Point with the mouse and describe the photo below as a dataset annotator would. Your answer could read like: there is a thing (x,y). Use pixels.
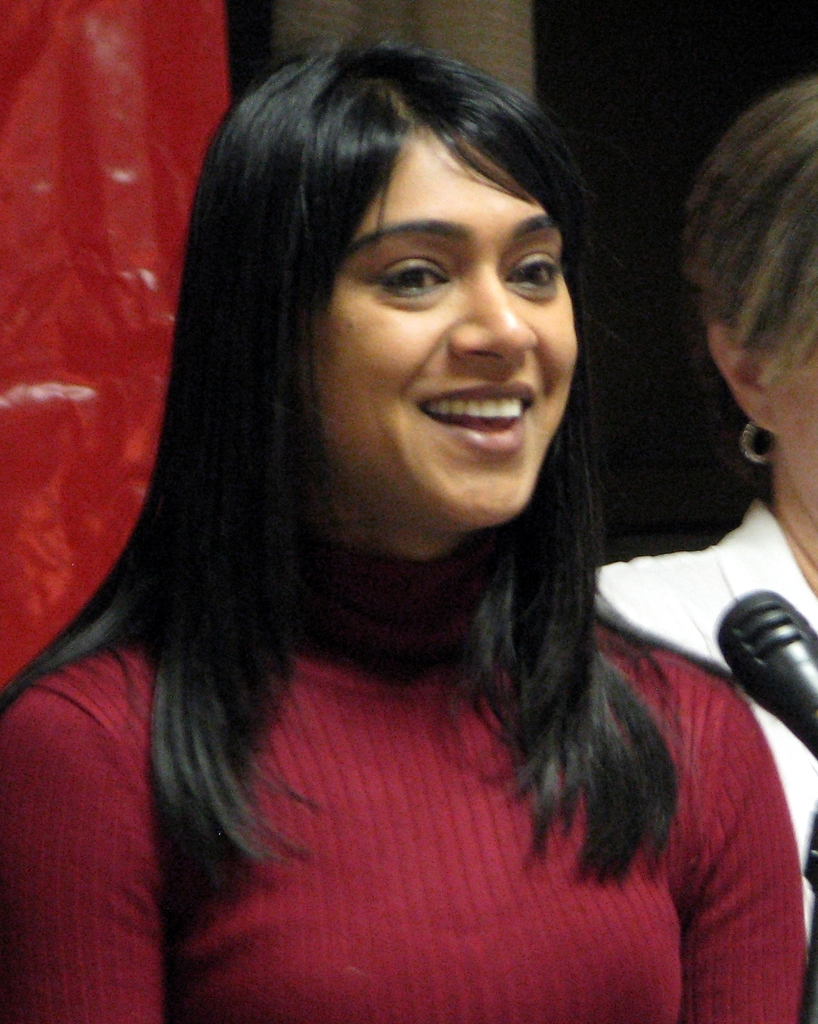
In this image we can see two people (648,591) and one (527,598) among them is standing and in front of her there is a mic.
